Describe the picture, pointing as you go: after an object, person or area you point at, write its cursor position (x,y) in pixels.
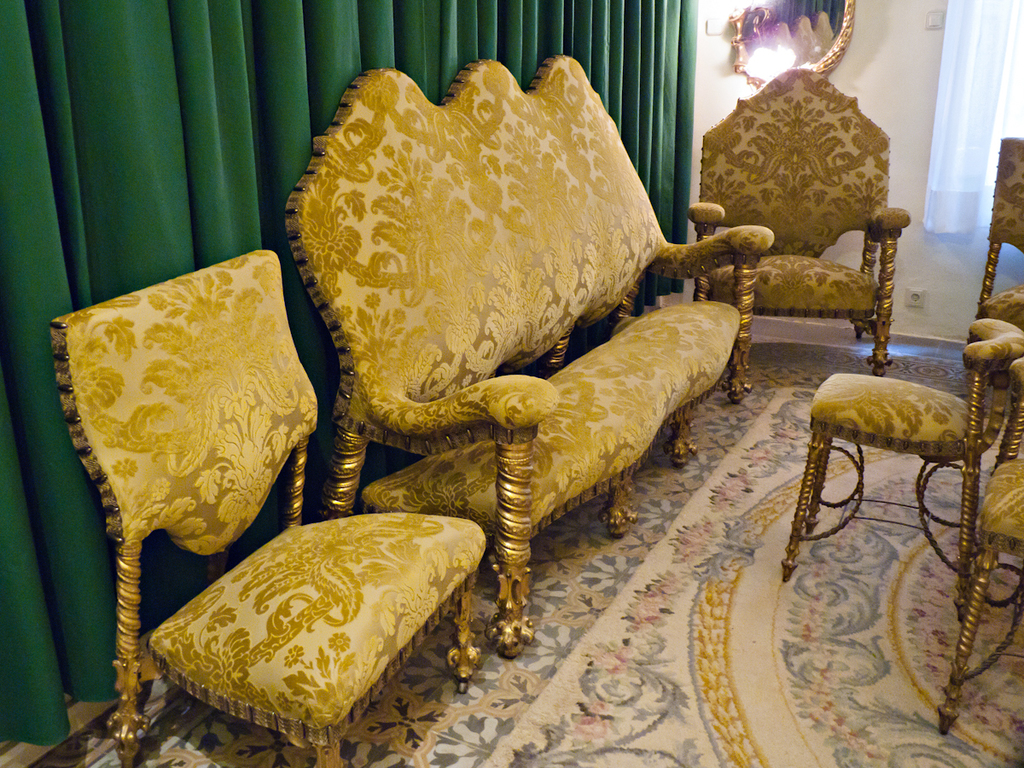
In this image there is sofa (688,372), chair (766,280). At the background (140,114) there are curtains (140,114), mirror (825,41) and wall (848,57). On the floor (555,653) there is a carpet (693,668).
